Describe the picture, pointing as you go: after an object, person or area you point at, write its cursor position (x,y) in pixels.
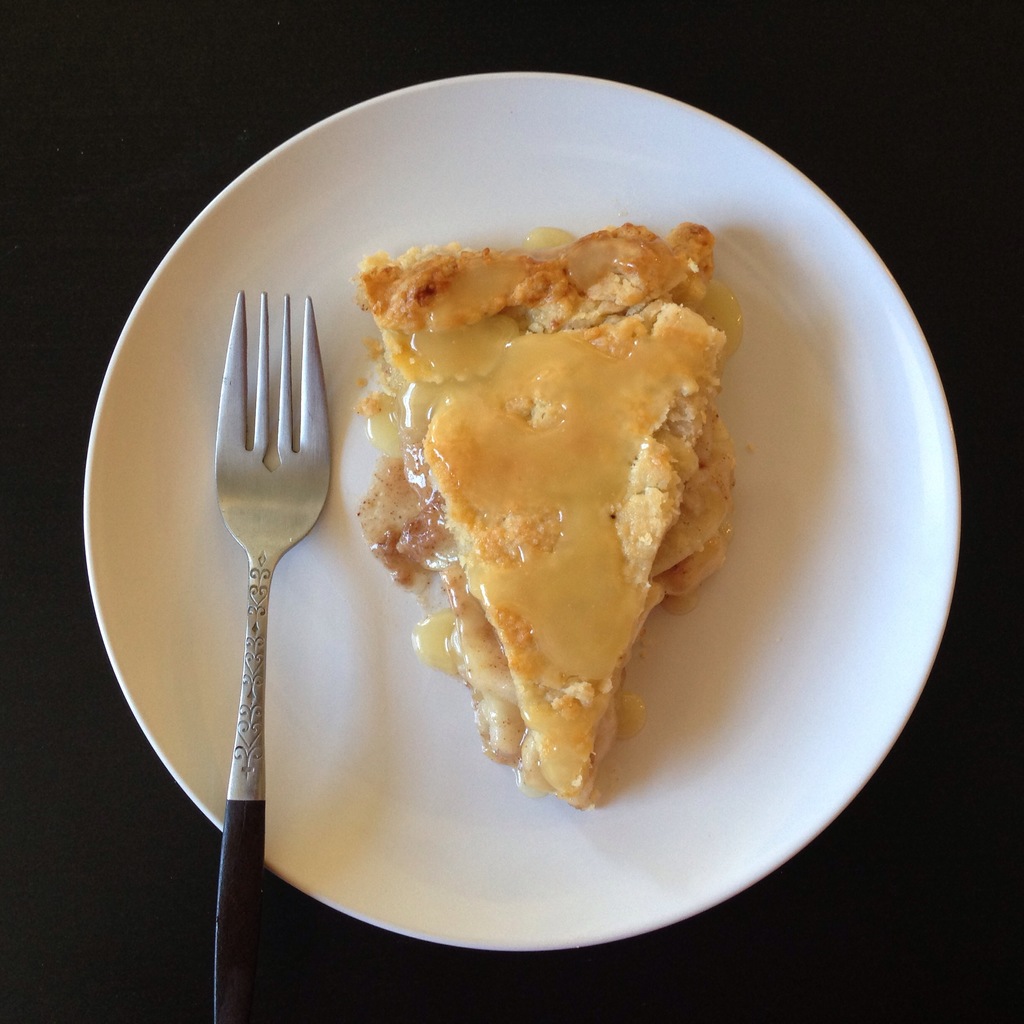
In this image there is a food item (481,520) and a fork (267,438) placed on a plate (397,801).
